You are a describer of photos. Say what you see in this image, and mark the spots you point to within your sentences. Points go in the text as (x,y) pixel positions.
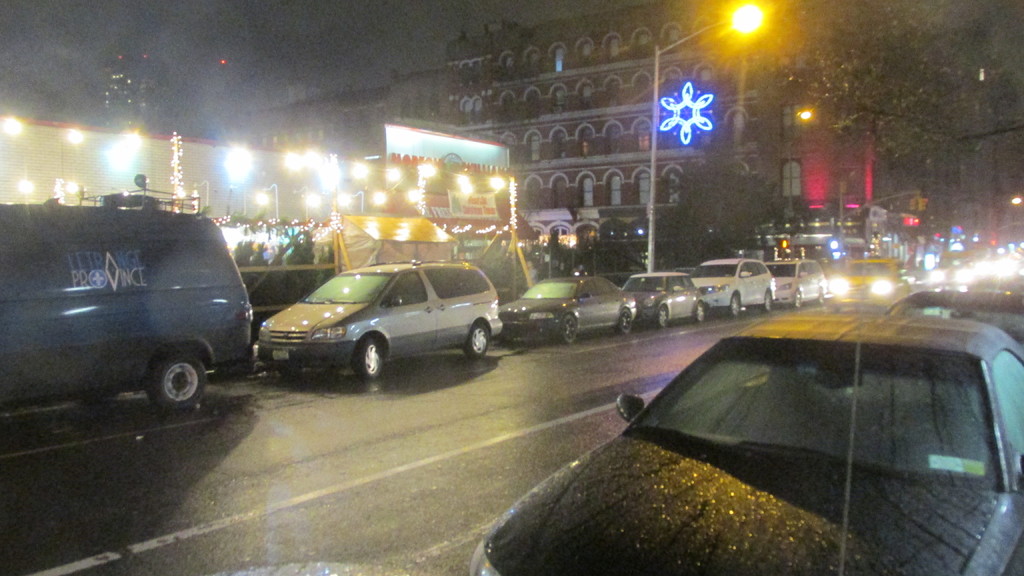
In this image we can see vehicles (502,537) on the road (424,466). There are buildings (506,148). Also we can see a light pole (656,70). In the back (176,163) there are lights (332,171).
